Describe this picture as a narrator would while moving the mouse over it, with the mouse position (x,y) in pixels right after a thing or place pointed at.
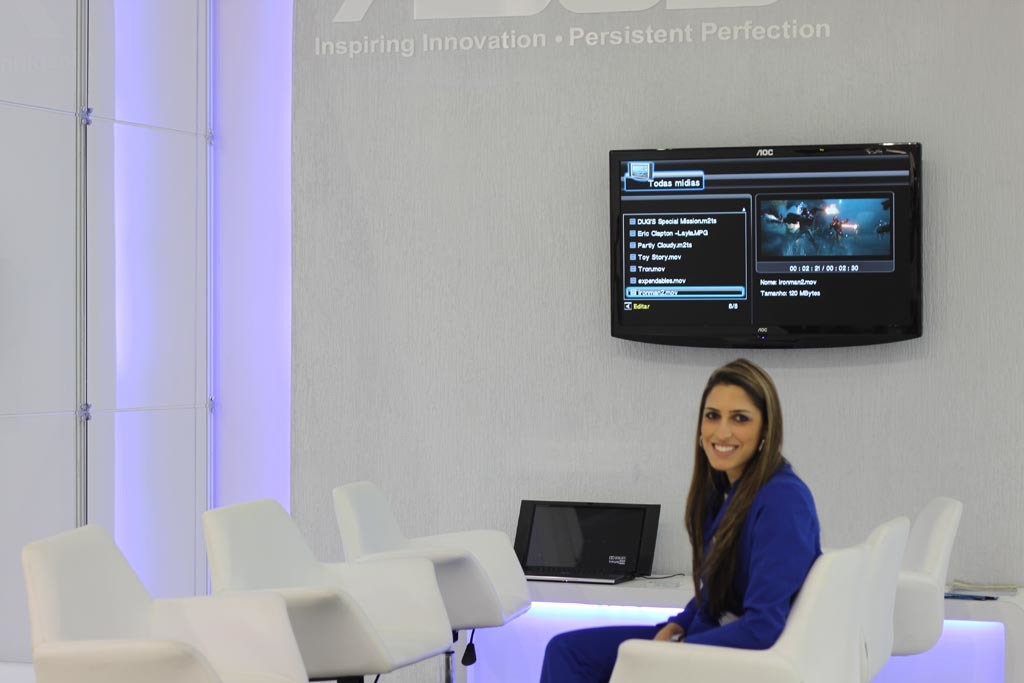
In the image we can see there is a person (728,564) who is sitting on chair (794,639) and on wall (586,218) there is tv (775,291).
